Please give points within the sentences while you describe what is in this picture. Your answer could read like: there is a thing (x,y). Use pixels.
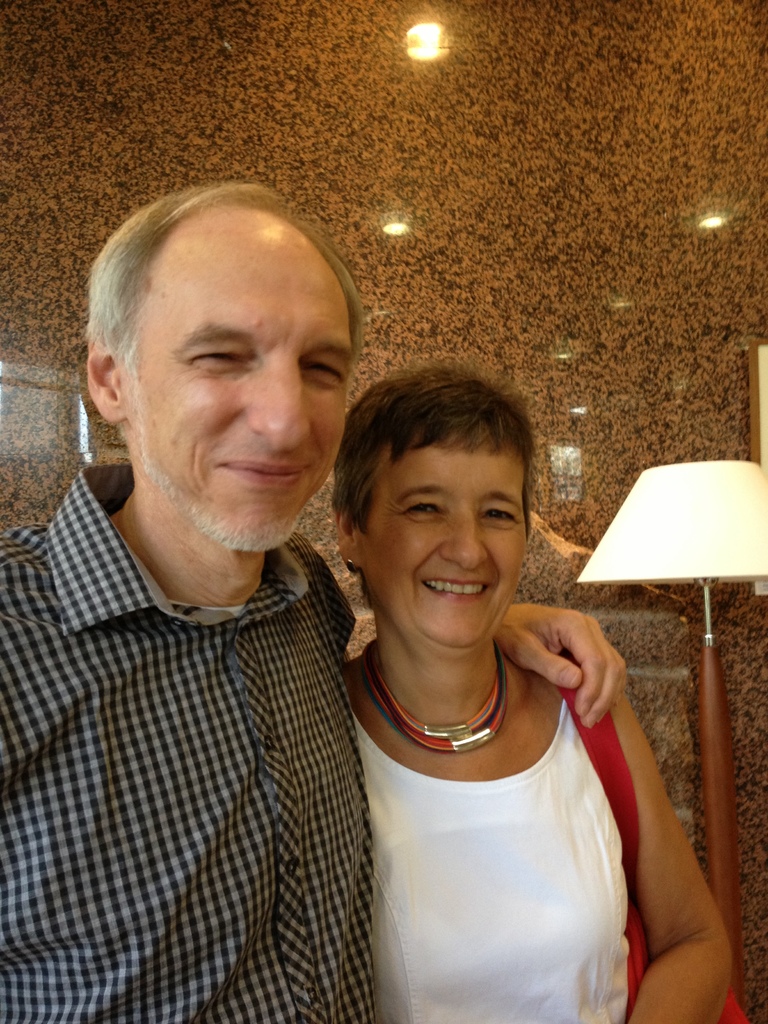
In this image there is a man (182,622) standing, there is a woman (485,659) standing, she is wearing a bag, there is a lamp (703,647), there is the wall (419,169), there are lights (427,57) visible on the wall (482,235).
